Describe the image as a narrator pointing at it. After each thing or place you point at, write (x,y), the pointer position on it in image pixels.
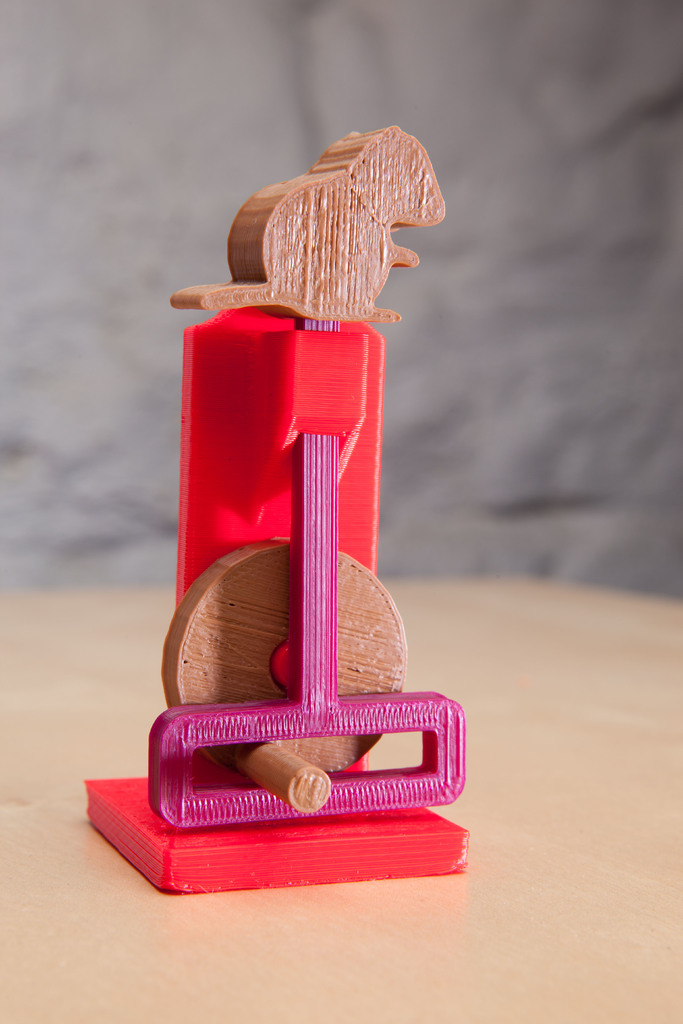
In the image I can see a wooden object (347,189) which is in the rat shape at the top (355,242).
